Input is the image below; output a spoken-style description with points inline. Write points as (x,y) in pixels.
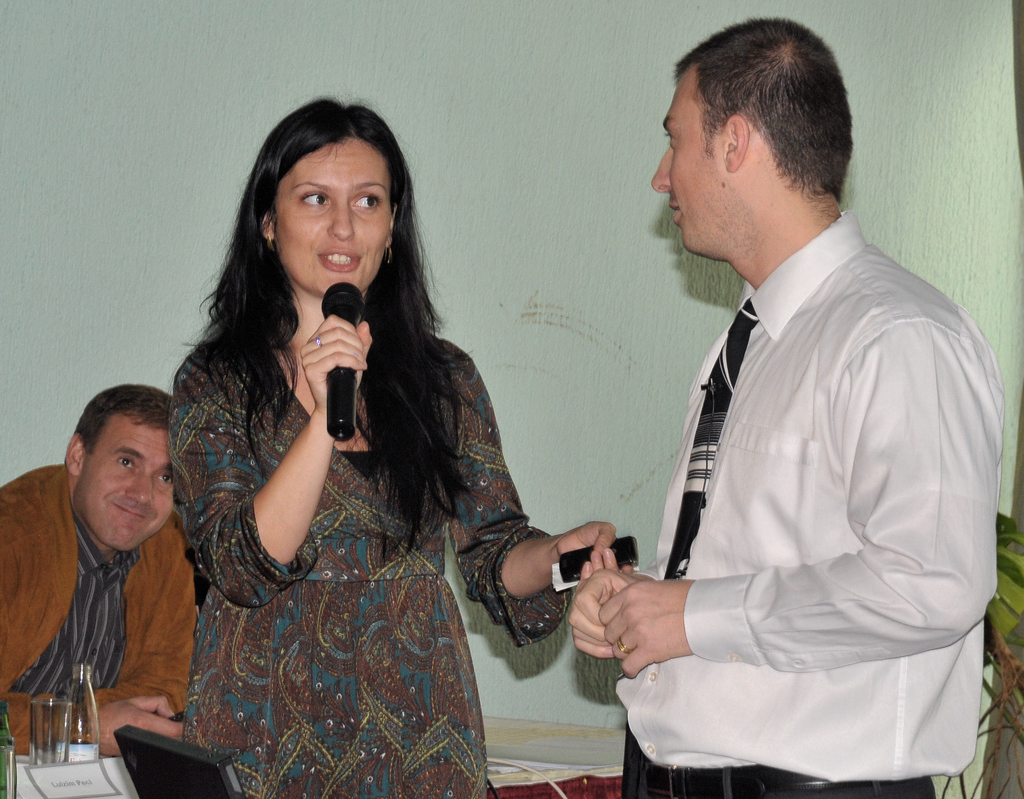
In this image there are two persons (886,325) standing, a person (541,585) holding a mobile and a mike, and in the background (33,635) there is a person (18,597) sitting, there are bottles (91,736), paper (66,782) and a glass (44,721) on the table (22,759).
